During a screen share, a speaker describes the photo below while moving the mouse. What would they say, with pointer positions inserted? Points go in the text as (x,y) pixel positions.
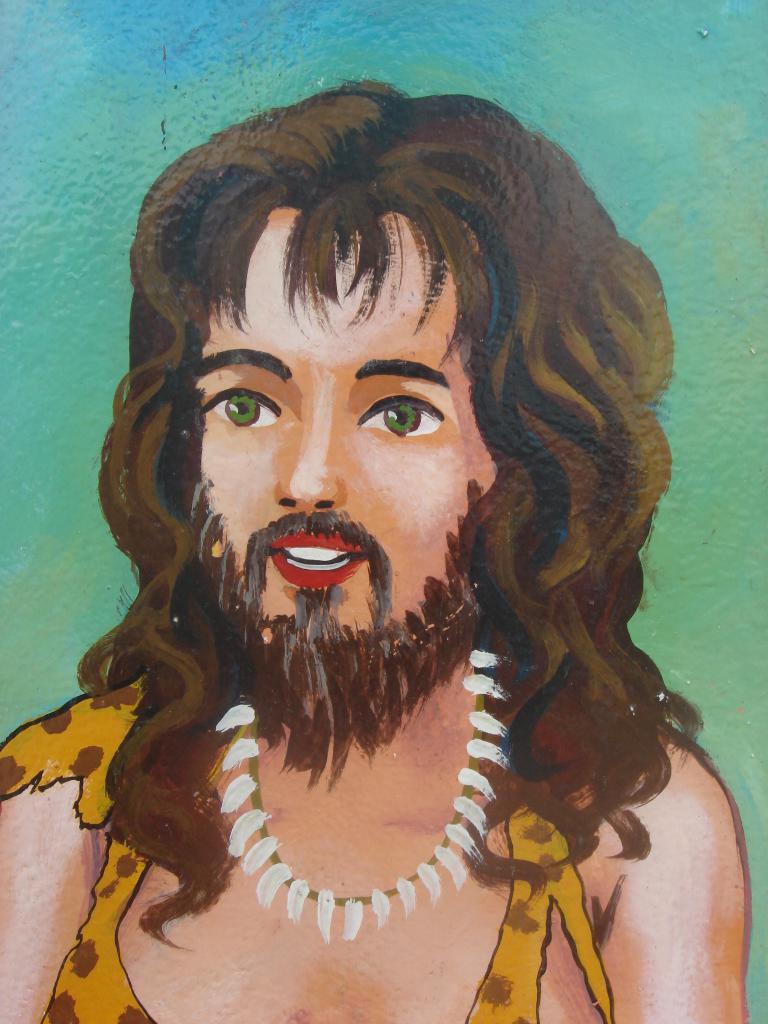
In this image I can see a person's painting (419,707) and a multicolored background (23,29). This image looks like a painting.
